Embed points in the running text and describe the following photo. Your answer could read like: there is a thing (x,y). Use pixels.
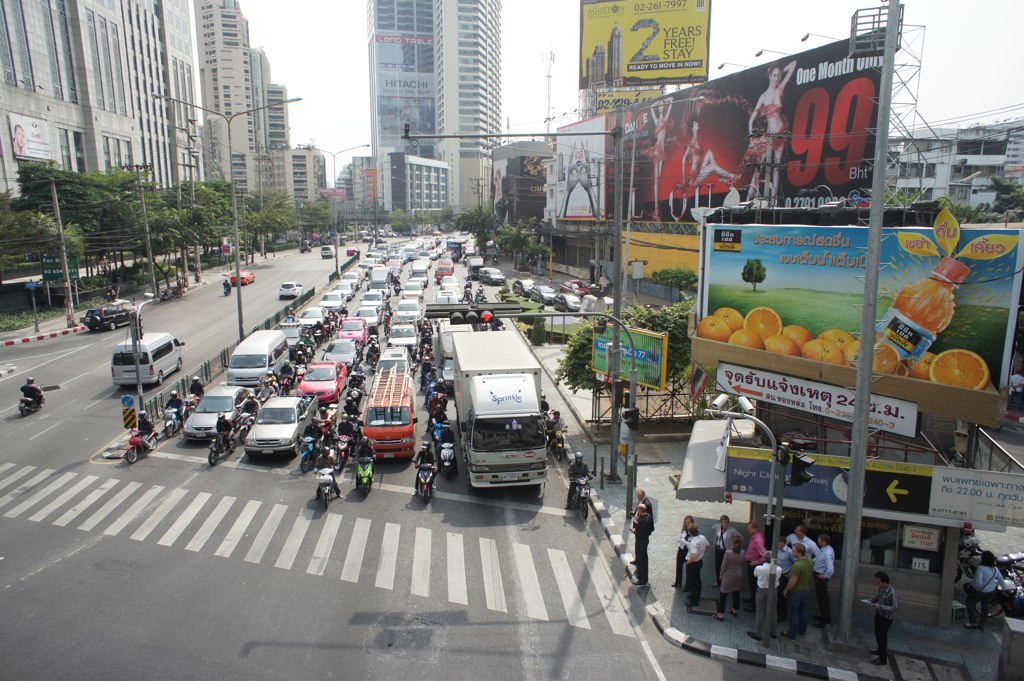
In the image on the road (371,660) there are many vehicles (368,274), dividers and poles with street lights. On the right side of the image (684,526) on the footpath (656,464) there are poles (600,316) with street lights (473,315), sign boards (595,351) and there are few people (725,577) standing. In the background (499,171) there are trees (41,234), buildings (426,44), hoardings (426,44) and poles (260,152). And also there is sky (862,20).
